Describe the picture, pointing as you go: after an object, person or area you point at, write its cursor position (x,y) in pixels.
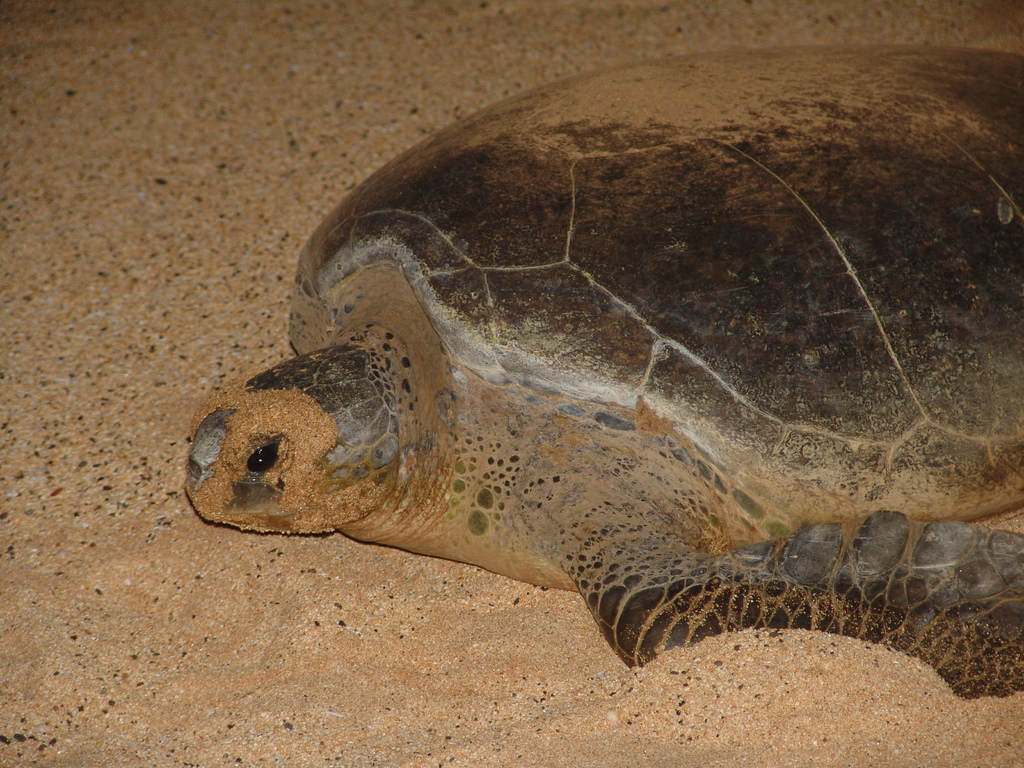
This picture contains a turtle (434,277) which is in brown and black color. At the bottom of the picture (321,600), we see sand (153,204) and this picture might be clicked in a beach (216,284).
